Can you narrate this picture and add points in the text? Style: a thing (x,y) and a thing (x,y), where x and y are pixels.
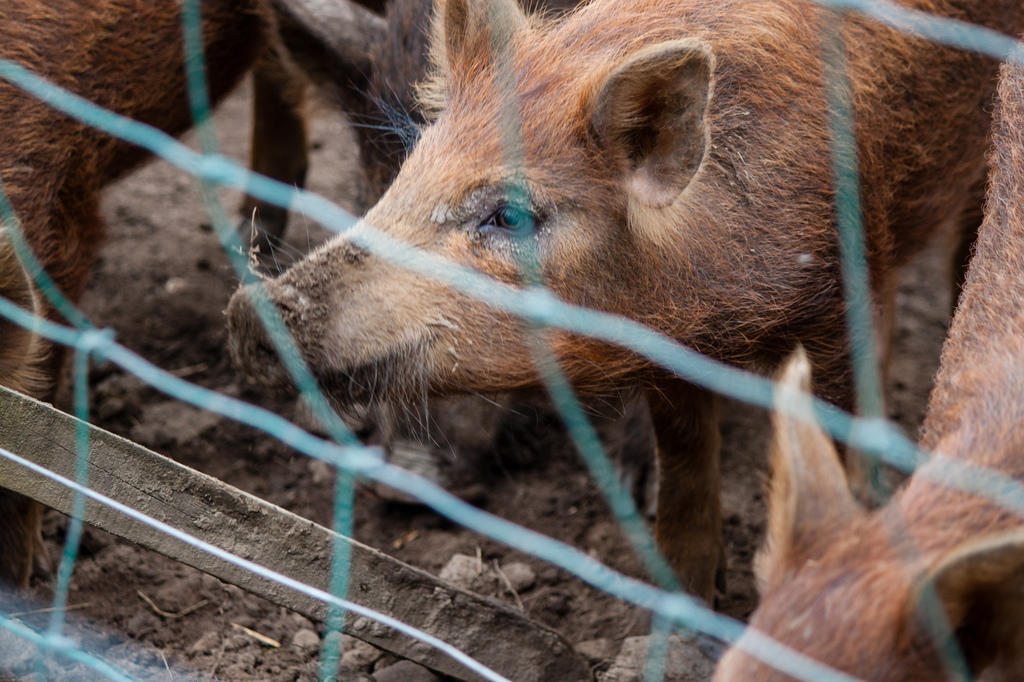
There is net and there are pigs (376,400) on the mud (481,578).
